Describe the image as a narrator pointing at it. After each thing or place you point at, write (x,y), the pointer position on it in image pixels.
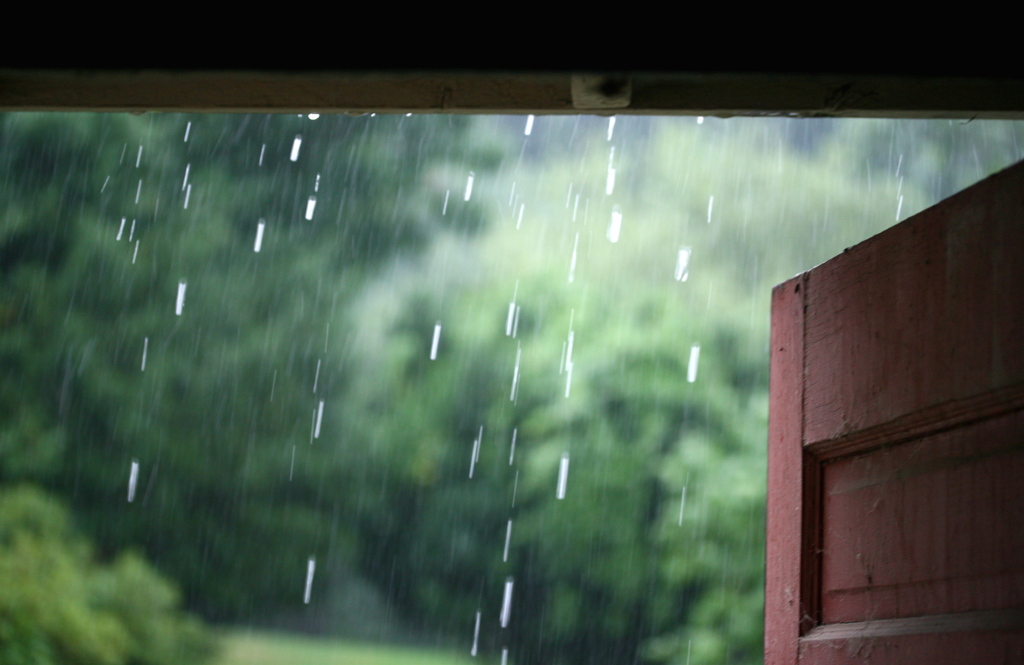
In the image we can see door (884,254), water drops (258,240) and trees (451,231).
